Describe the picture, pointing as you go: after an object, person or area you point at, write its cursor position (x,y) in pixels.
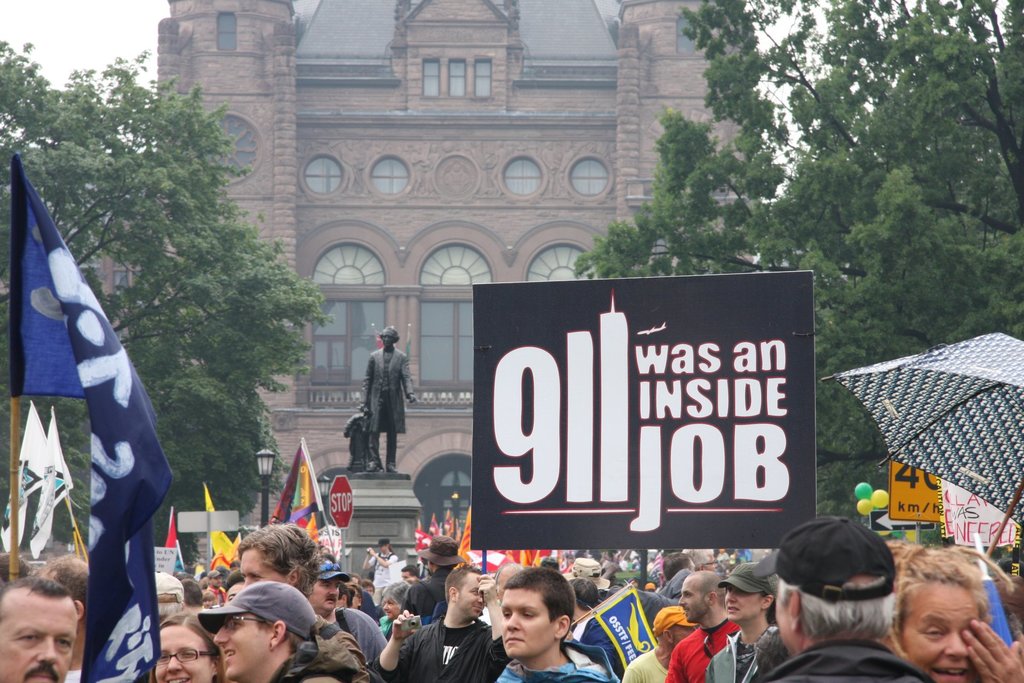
In this picture I can see there is a huge crowd of people (243,565) standing and few of them are wearing caps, hoodies (520,675), spectacles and there are poles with precaution boards (919,492), few people (457,591) on to right (757,501) are holding a banner (586,397) and there is something written on it and there are trees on to right (830,485) and left and there is a statue (394,410) in the backdrop (374,512) and there is a building (401,213) in the backdrop (415,176) and it has windows (441,331) and the sky (101,27) is cloudy.
